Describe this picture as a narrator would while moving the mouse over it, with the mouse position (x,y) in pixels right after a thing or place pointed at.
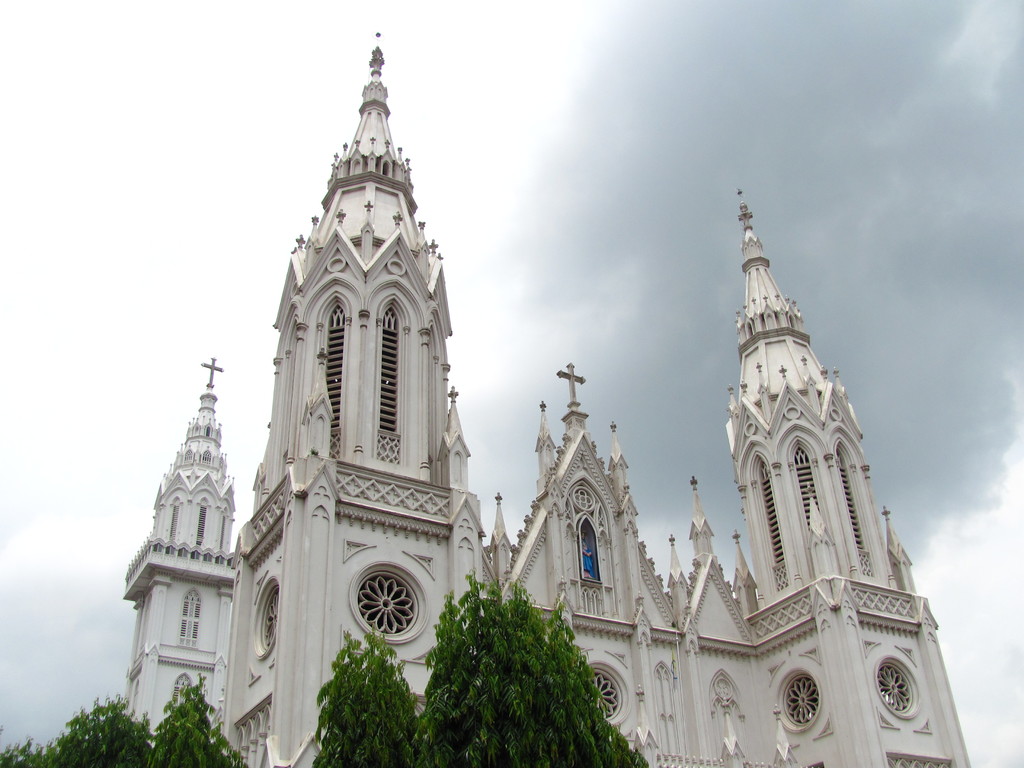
In this picture we can see a building (608,630), at the left bottom (107,756) there are some trees (475,711), we can see Christianity symbols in the middle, there is the sky (422,130) and clouds (503,65) at the top of the picture (680,115).
